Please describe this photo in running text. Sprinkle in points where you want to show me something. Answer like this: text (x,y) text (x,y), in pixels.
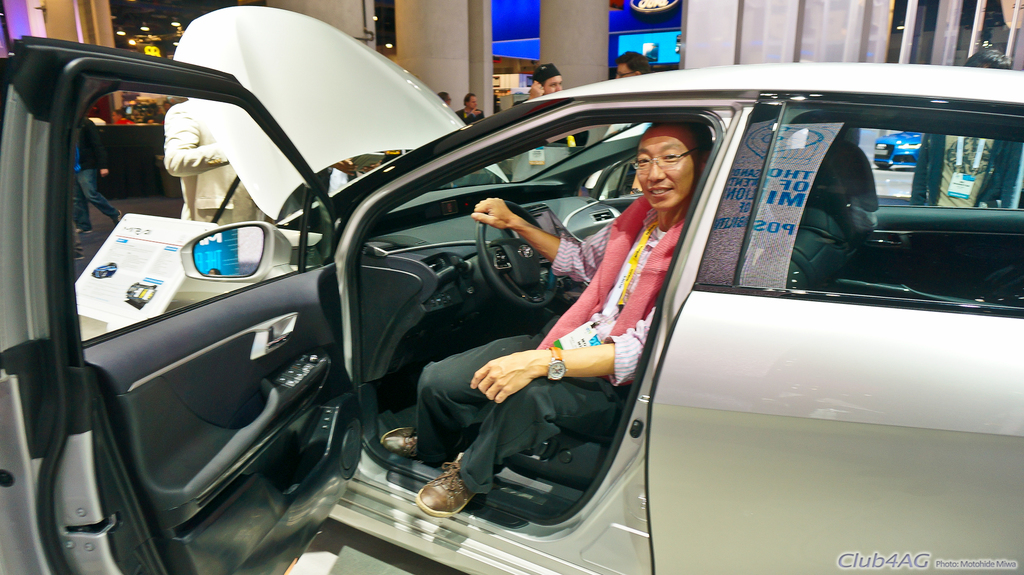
This picture shows and a human (490,427) seated and I can see car bonnet (321,151) and a door (250,108) is opened and I can see few people (467,107) standing on the side, it looks like a car showroom (530,33) from the car glass (876,160), I can see another car (905,148) in the back (898,136) and I can see text (868,565) at the bottom right corner of the picture (956,567).
